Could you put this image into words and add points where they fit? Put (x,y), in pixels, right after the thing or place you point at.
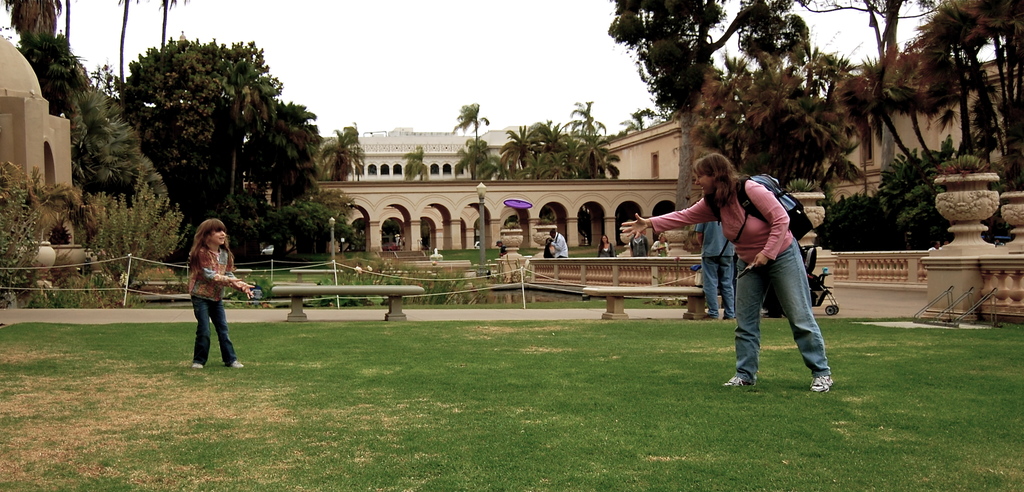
In this picture there are two people (213,278) playing a game and we can see Frisbee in the air and grass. There are people (554,239) and we can see railings (891,272), plants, lights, poles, pots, benches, trees (425,174) and buildings (381,228). In the background of the image (557,113) we can see the sky (458,87).
